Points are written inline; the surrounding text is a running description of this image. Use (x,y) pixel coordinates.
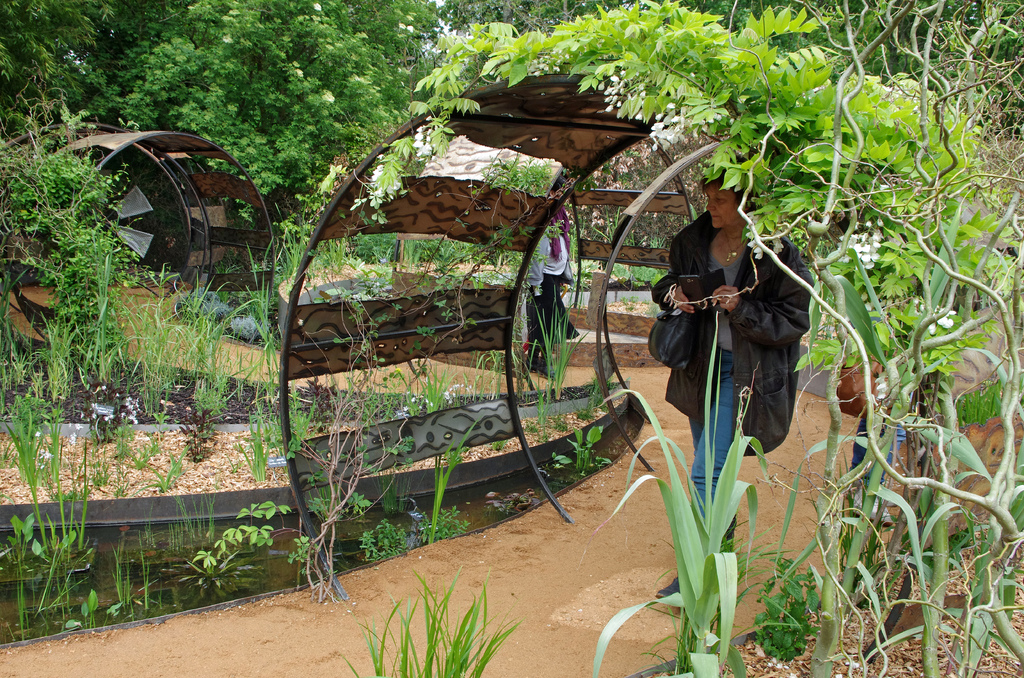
In this picture we can see two people (566,317). There are dome shaped objects (293,333). We can see a few trees (500,14) and plants (787,112) in the background (51,235).
